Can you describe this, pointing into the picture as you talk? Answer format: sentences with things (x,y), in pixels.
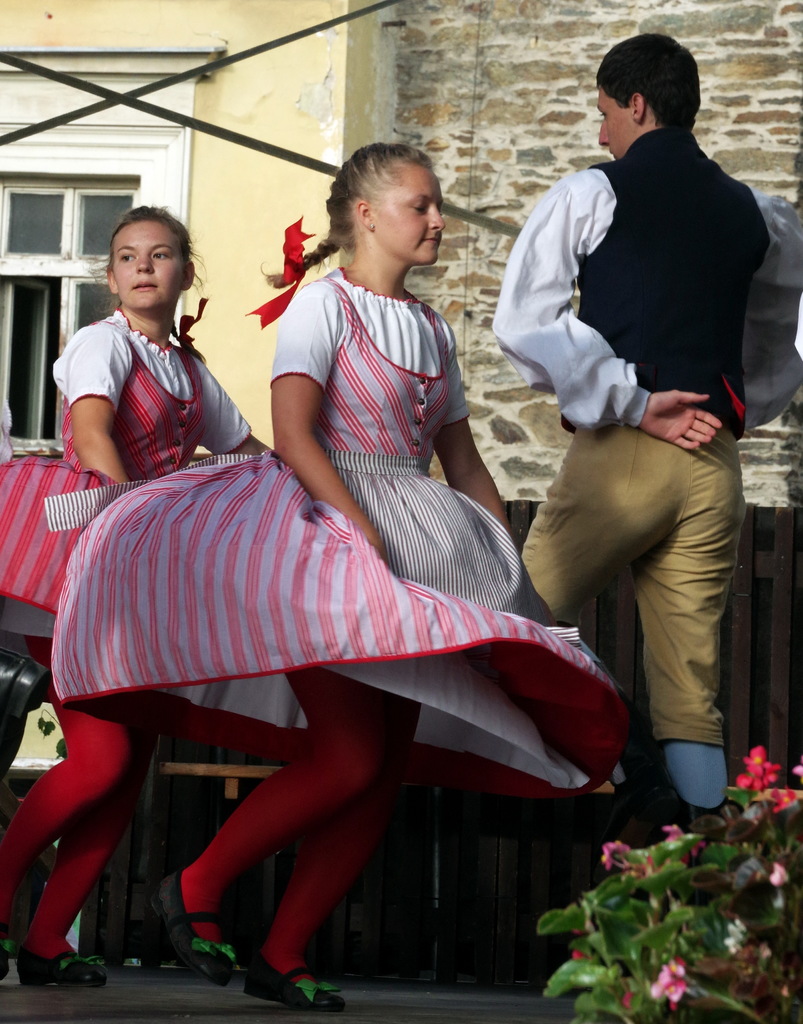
In this picture I can see there are two girls (416,385) and there is a man (660,345) standing on the right side (684,98) and there is a plant (671,919) at right side (613,959) and in the backdrop (390,128) there is a building (225,156), it has a window (71,294).
